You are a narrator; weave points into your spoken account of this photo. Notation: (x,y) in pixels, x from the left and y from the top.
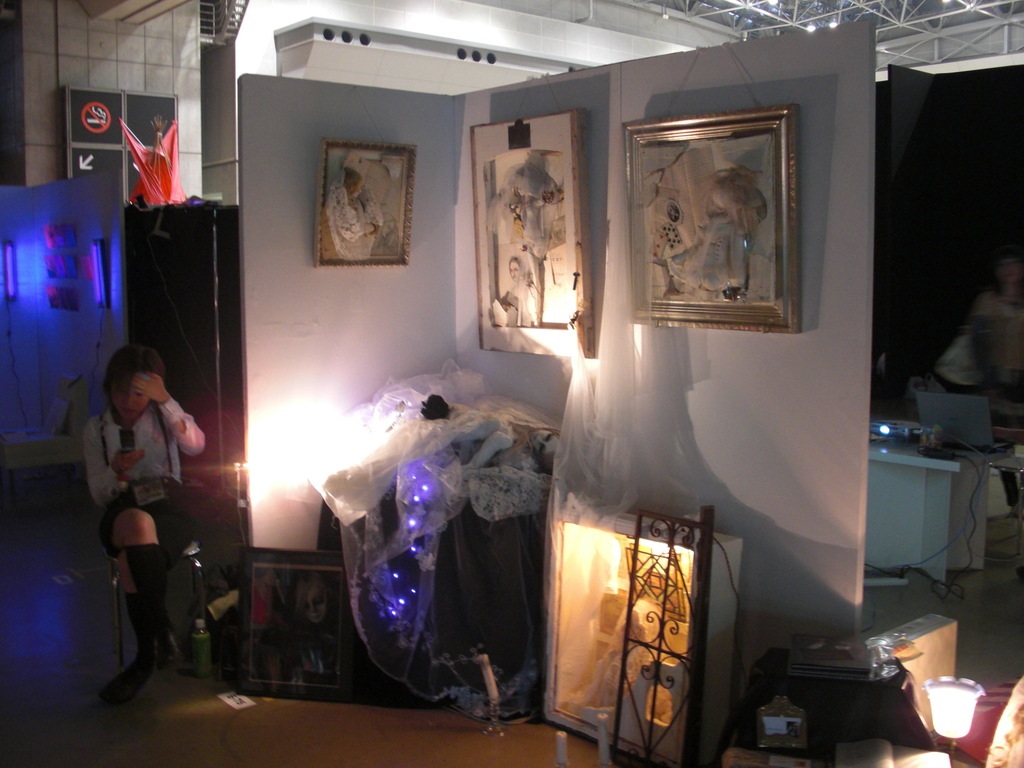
In this image we can see group of photo frames (586,286) placed on the wall (527,382). To the left side of the image (159,451) we can see a person (148,438) holding a mobile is sitting on a chair (188,560) placed on the floor (251,721). To the right side (932,683) we can see a lamp (951,699) a laptop (954,433) placed on the table (918,466). In the background (102,107), we can see sign board (116,113) and some lights (810,33).
